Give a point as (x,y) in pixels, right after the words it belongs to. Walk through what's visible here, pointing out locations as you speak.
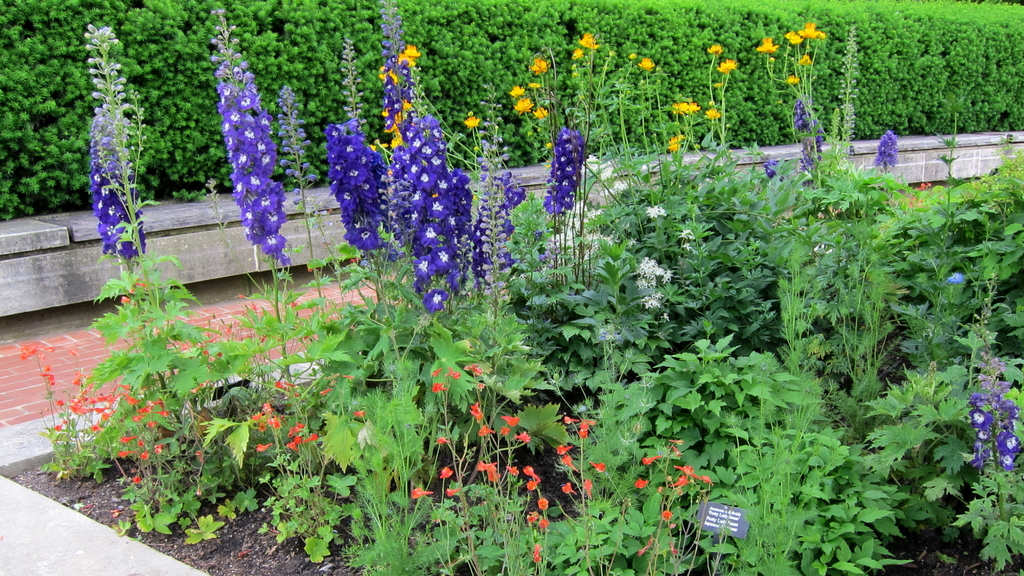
In this image we can see bushes (149,106), plants (348,202) with flowers (299,444), ground (243,516) and an information board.
